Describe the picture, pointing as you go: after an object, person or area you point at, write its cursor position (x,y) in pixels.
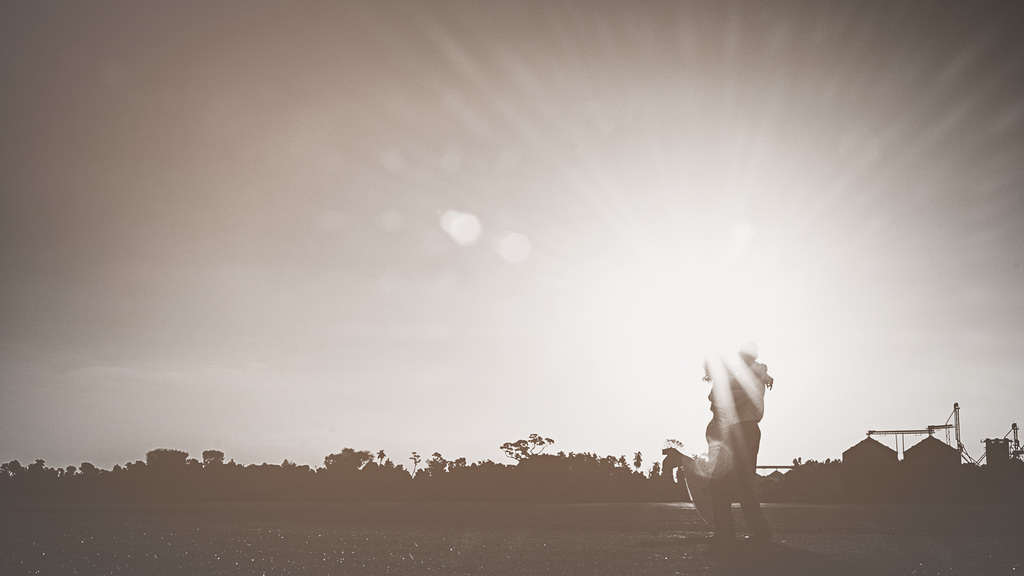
In this picture there is a black and white photograph of man (739,456) and woman (696,476) holding each other. Behind we can see many trees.
